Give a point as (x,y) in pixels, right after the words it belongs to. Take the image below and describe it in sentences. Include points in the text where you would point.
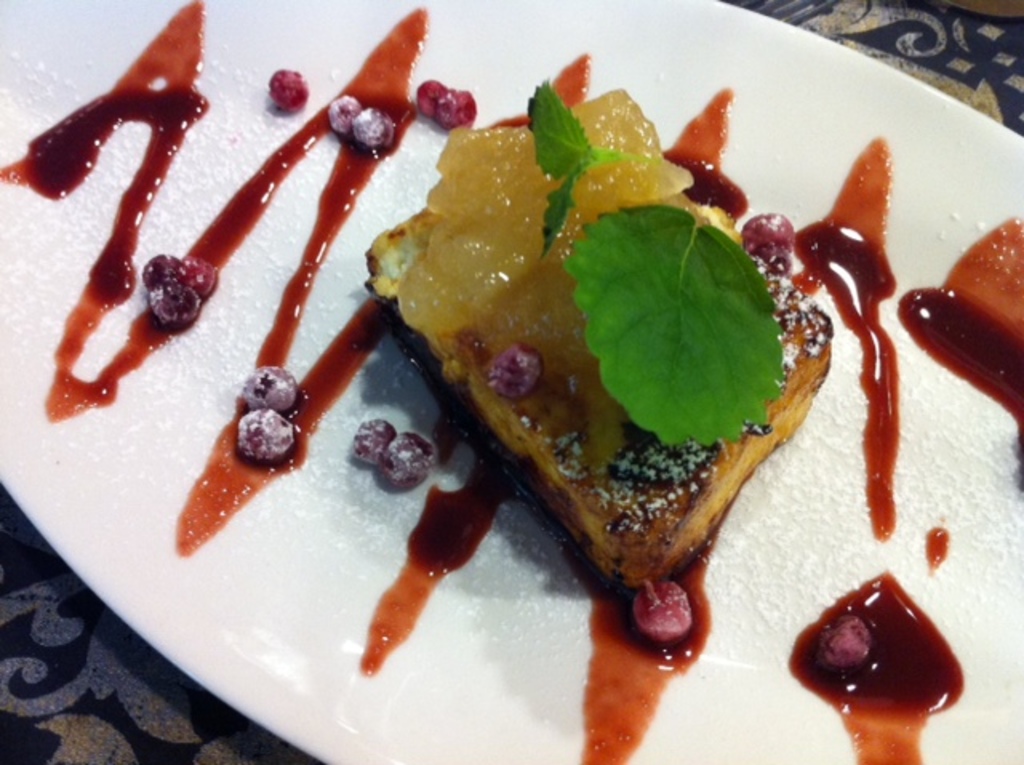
In this image there is a food item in a tray (111,510) which is on the table (856,32).
